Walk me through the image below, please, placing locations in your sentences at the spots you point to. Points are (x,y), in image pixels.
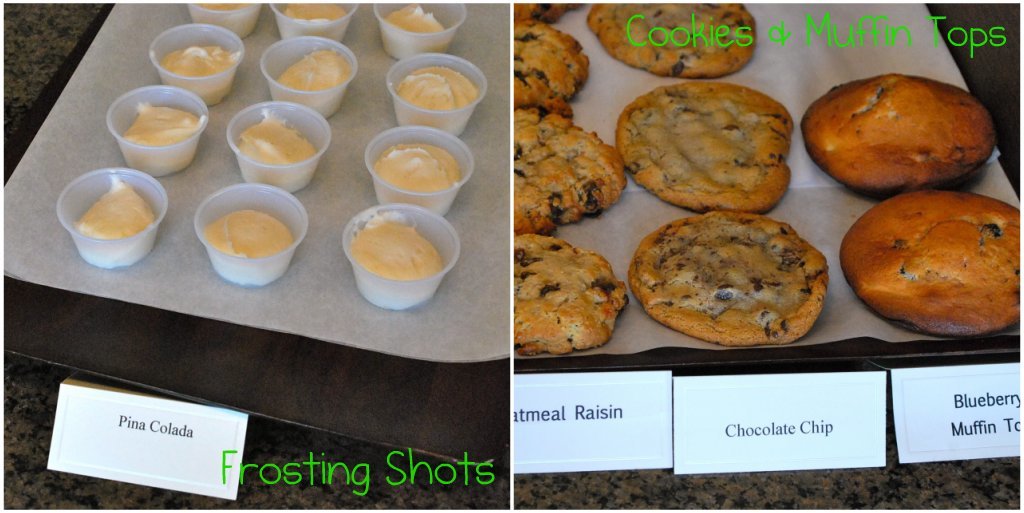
In this picture I can see collage of couple of images in the first image I can see food (275,151) in the plastic cups (242,166) in the tray (425,403) and I can see a name board (95,459) and text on it and I can see text (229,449) at the bottom right corner of the first picture and I can see few cookies (685,228) in the tray (764,33) and I can see name boards (785,449) with text (1012,426) and I can see text (922,37) at the top right corner of the picture (811,17).
